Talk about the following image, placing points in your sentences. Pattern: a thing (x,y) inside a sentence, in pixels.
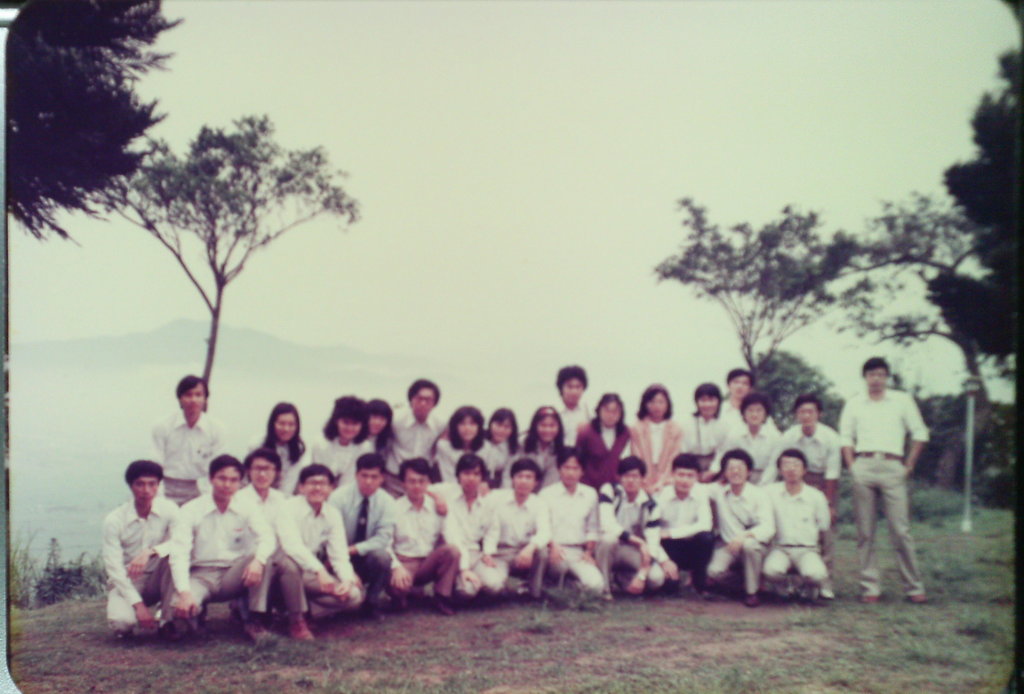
In this picture there are boys (369,532) and girls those who are sitting in the center of the image (590,460) and there is greenery (970,352) in the image.
